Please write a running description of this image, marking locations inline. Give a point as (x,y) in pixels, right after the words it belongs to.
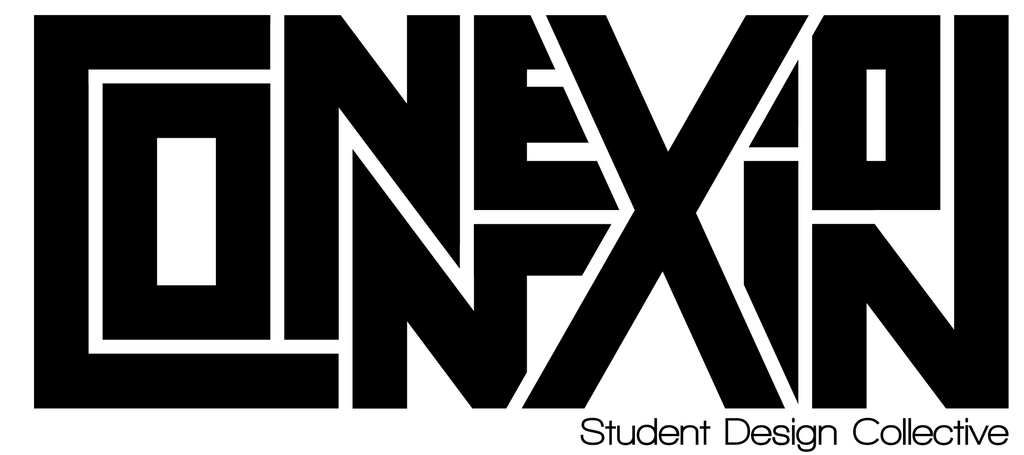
In this picture, we see some text (415,183) written in black color. At the bottom (669,435), it is written as "Student Design Collective". In the background (937,415), it is white in color. This might be a board (308,437).
